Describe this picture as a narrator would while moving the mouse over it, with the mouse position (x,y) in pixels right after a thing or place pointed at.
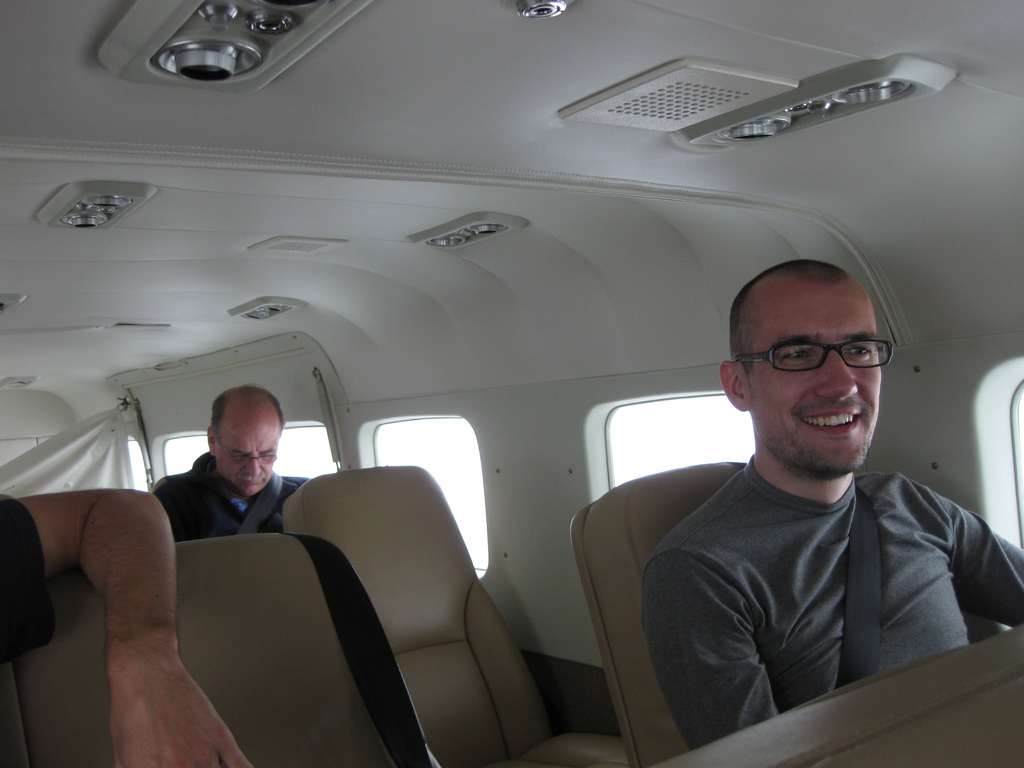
In this image there are persons (241,431) sitting and in the front (775,566) the person (803,550) sitting is smiling and there are empty seats (319,613). In the background (52,454) there is a white colour curtain (57,456) and there are windows (459,457).
